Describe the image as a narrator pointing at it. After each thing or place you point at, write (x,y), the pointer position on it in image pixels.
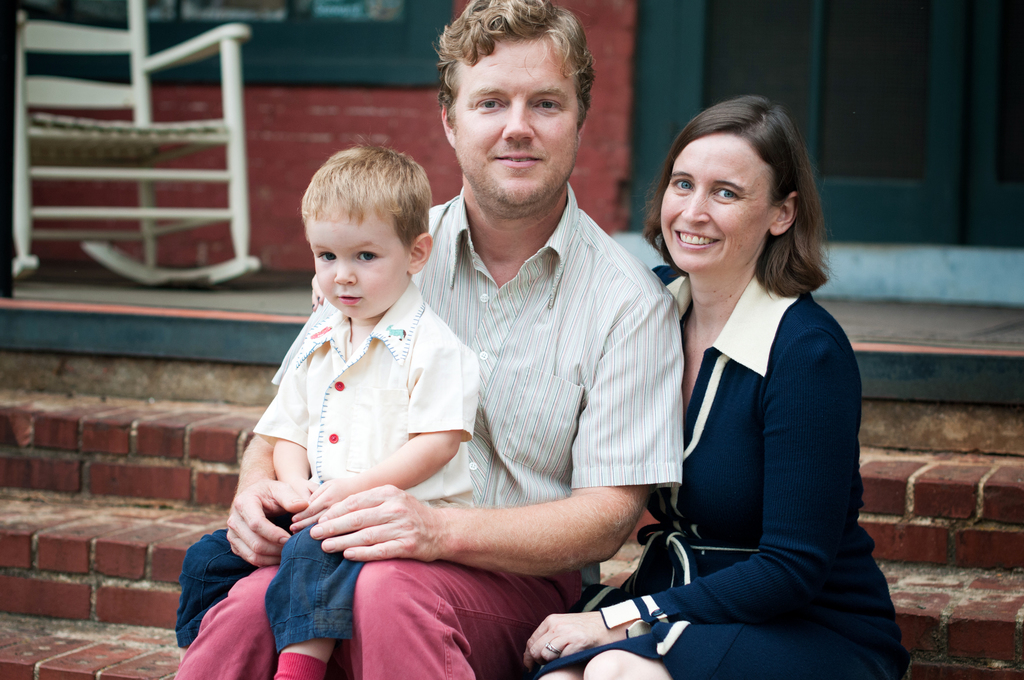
In this picture we have a couple (490,381) and a kid (297,437) sitting on stairs (189,537). They are looking and smiling at someone.
